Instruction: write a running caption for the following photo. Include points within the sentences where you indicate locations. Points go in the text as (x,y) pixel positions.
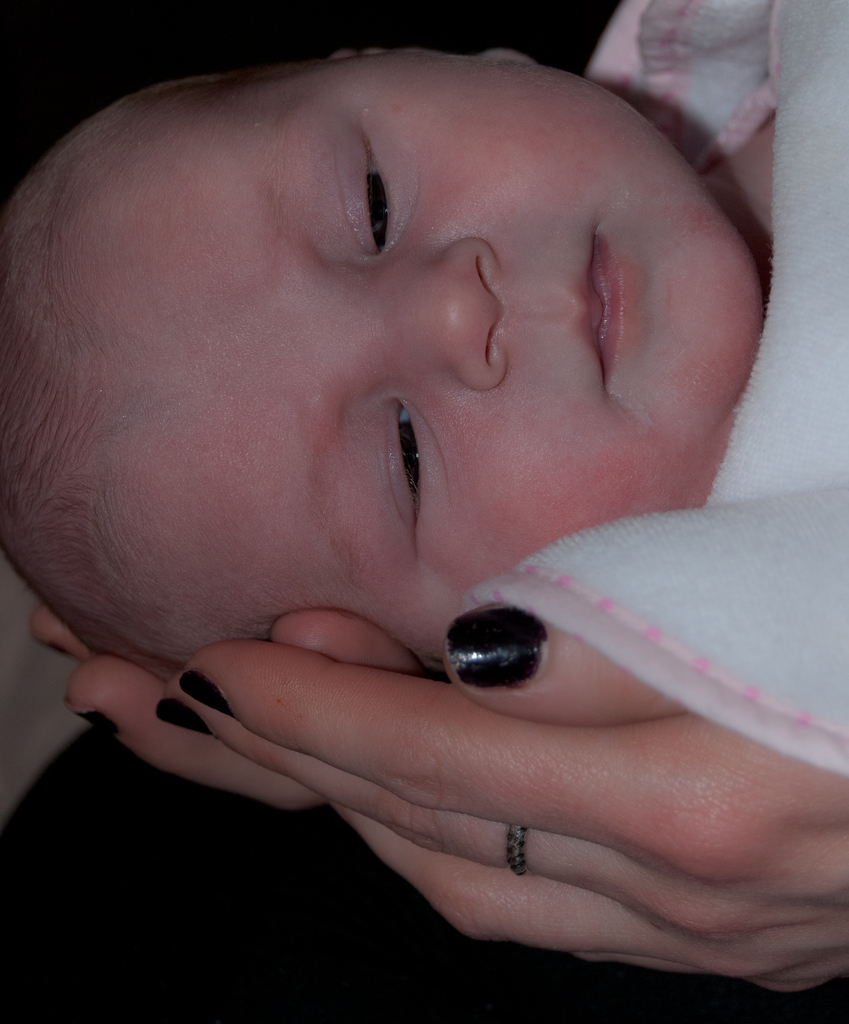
In this image we can see a woman (620,841) holding a baby (679,355) with her hands (599,752).
